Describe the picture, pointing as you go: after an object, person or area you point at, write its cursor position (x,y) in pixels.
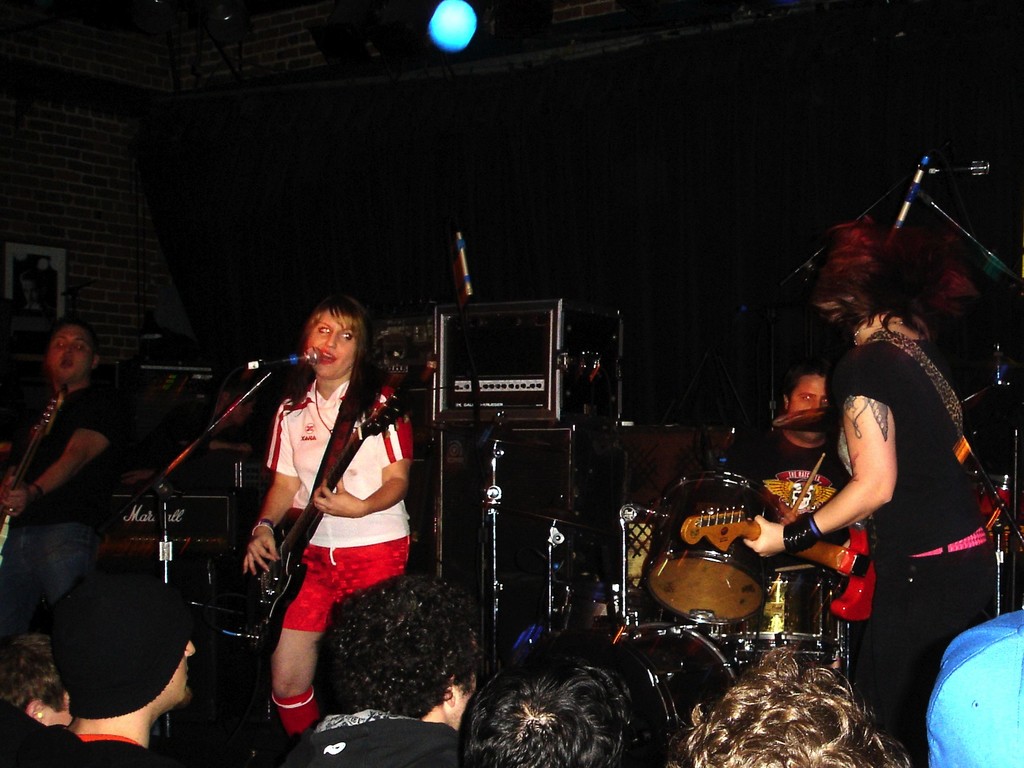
This picture is clicked inside an auditorium (645,198). We can see many people (140,589) standing in front of the stage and here we see, on the right corner of this picture (836,272), we see woman (925,325) standing and playing guitar (833,554). Opposite of her, we can see man (799,442) sitting and playing drums (683,506). To the left corner of this picture (42,590), we see a man (12,570) holding guitar (5,535) in his hands (23,504) and playing. And in the middle of this picture (347,478), we see women (360,475) wearing white and red t-shirt (365,463) is catching guitar (387,408) and playing it. She is even singing song on microphone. Behind them, we see a wall (101,200) made of bricks (79,149) and on the wall (44,228) we see a photo frame (33,262).
